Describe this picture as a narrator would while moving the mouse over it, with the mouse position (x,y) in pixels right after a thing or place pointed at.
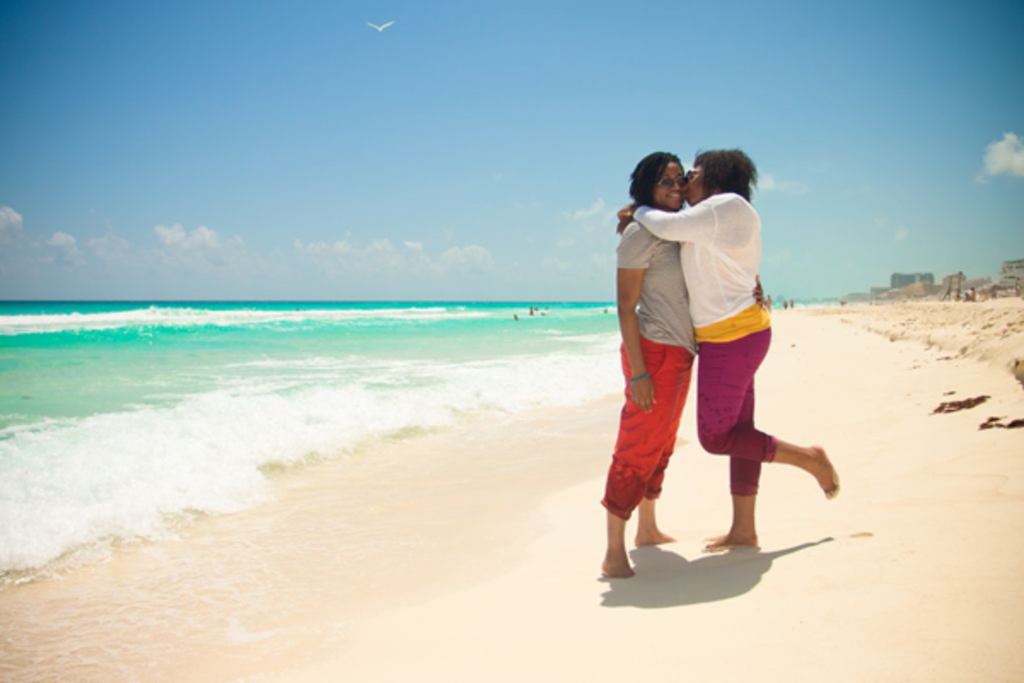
In the picture I can see two persons (630,511) are standing on the sand (652,562) and this person (743,307) wearing white T-shirt (732,235) is kissing the other person (668,368). In the background (113,326), we can see the water (394,357), rocks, a bird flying in the air (336,70) and the blue color sky (384,76) with clouds (54,242).
